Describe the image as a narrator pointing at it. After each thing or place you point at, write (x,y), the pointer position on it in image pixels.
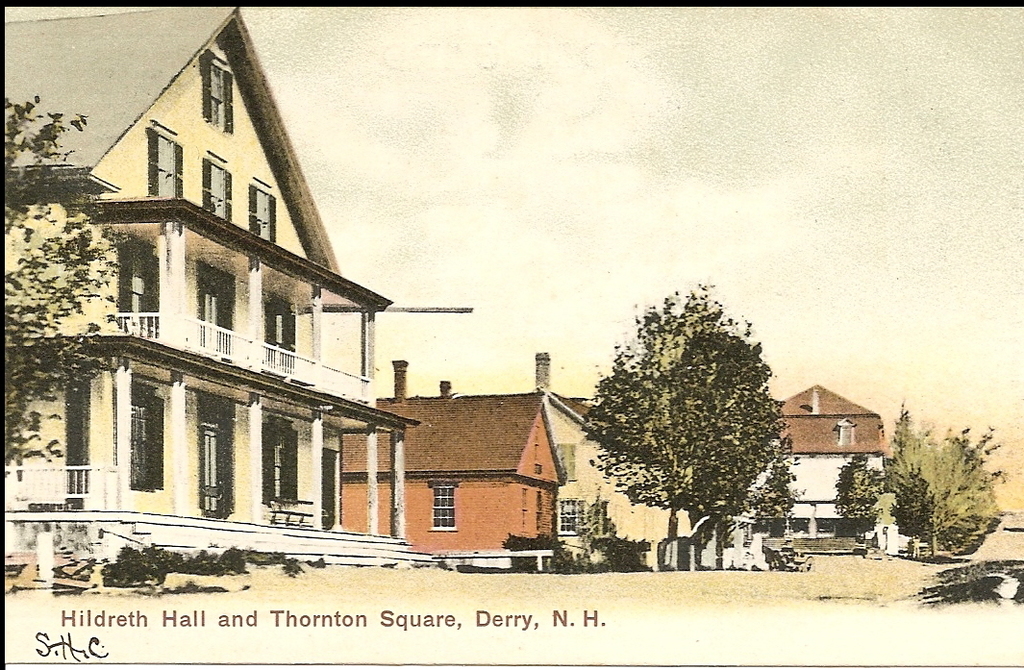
It is a paper (490,591), on the paper (707,571) we can see some trees (685,456) and buildings (203,236) and plants (574,569).
